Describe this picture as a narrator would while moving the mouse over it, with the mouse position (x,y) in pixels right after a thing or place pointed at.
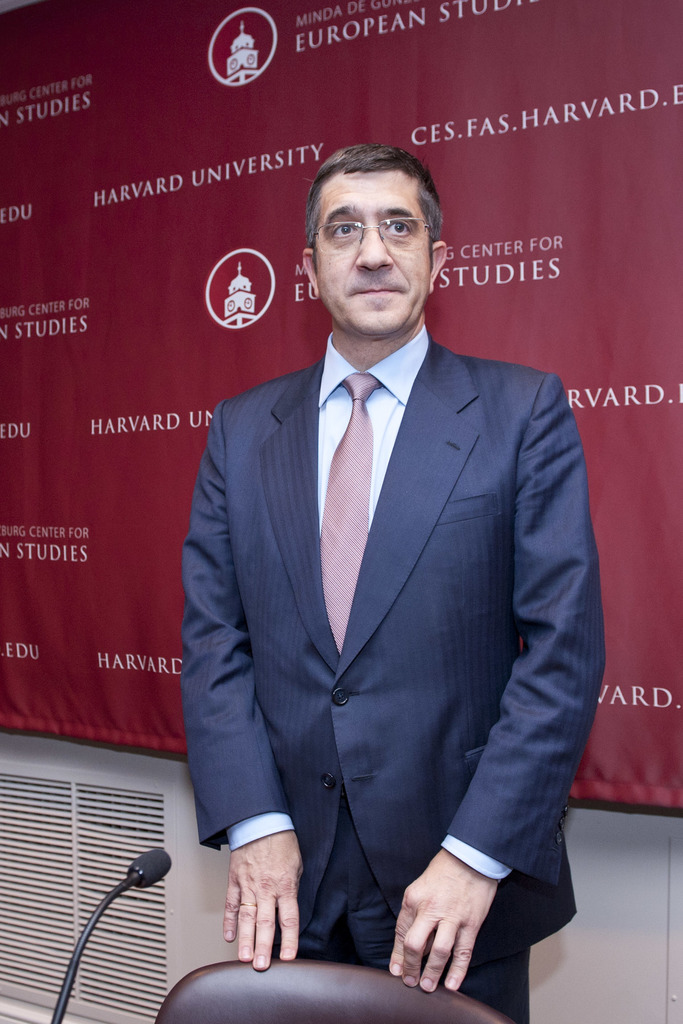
In this image we can see a man (257,940) is standing at chair (240,1003) and a microphone (87,927). In the background (194,263) there is a banner (270,233), wall (543,962) and an object (115,936) at the bottom (149,916) on the left side (86,871).
